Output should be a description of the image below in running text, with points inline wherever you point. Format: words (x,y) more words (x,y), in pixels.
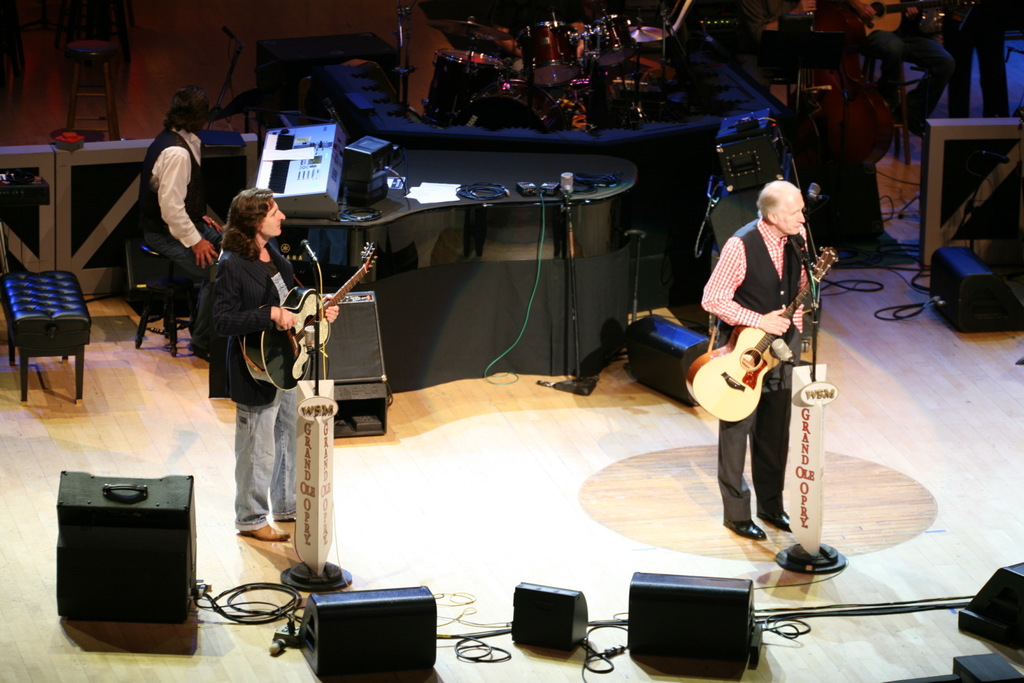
These two persons (733,488) are playing guitar (692,366) in-front of mic (817,287). This person (220,245) is sitting in-front of this table (416,216). On this table (493,205) there is a device (311,167) and cables (489,186). On floor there are devices (309,604) and cables (232,604). Far these are musical instruments (548,69).
